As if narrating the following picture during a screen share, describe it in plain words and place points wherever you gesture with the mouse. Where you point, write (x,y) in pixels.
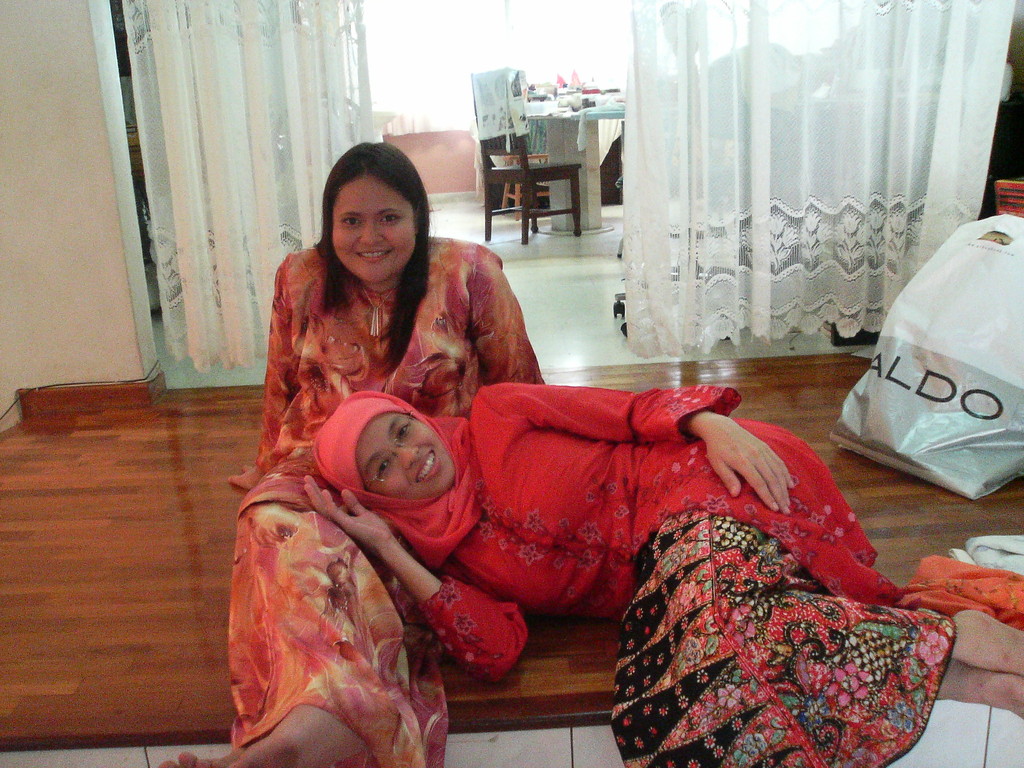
In this picture there are two persons (390,554) this person (345,542) sitting on the floor (654,361). This person (517,477) lay on women (394,298). On the background (173,110) we can see curtain (695,92), chair (559,176), table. On the table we can see things (581,89). This is floor (785,358). This is cover (931,318).
